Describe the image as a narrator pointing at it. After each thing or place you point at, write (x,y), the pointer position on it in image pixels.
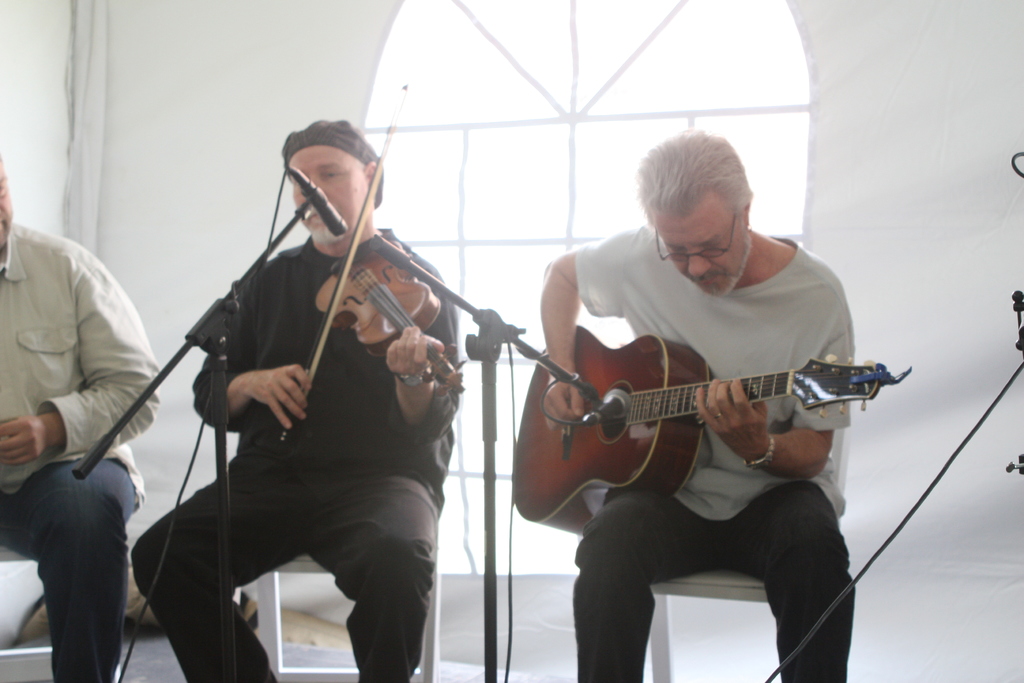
The person (555,343) wearing T-shirt (745,355) is playing guitar (678,397) in front of a mic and the person (341,349) beside him is playing violin (338,278) in front of a mic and the person (52,356) in the left corner (64,374) is sitting.
